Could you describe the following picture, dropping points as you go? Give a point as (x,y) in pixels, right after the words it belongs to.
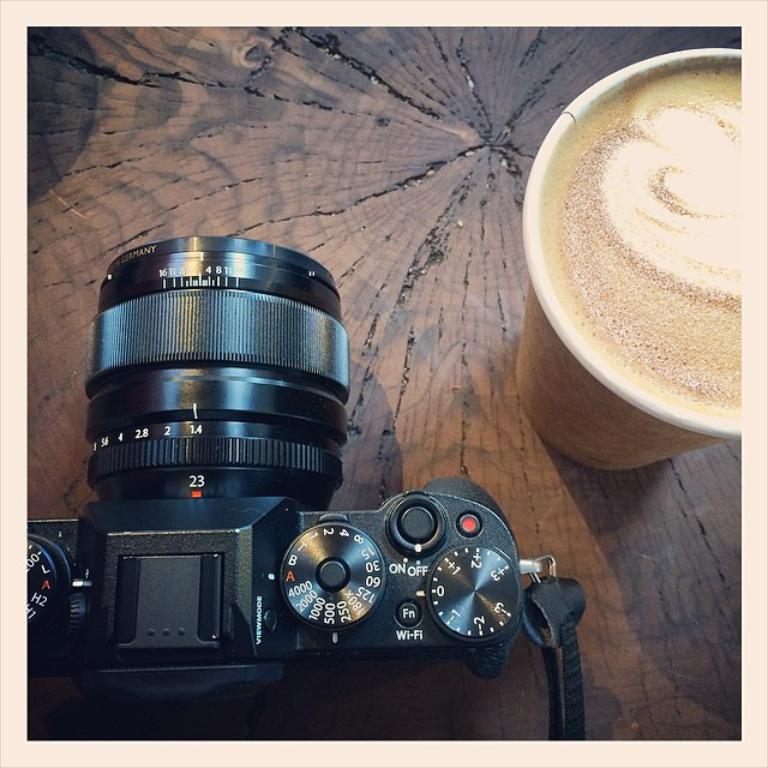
This image consists of a camera (192,640) at the left bottom (234,575). In the right top (678,67), a coffee glass (540,217) which is kept on the table (318,134). This image is taken inside a room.
